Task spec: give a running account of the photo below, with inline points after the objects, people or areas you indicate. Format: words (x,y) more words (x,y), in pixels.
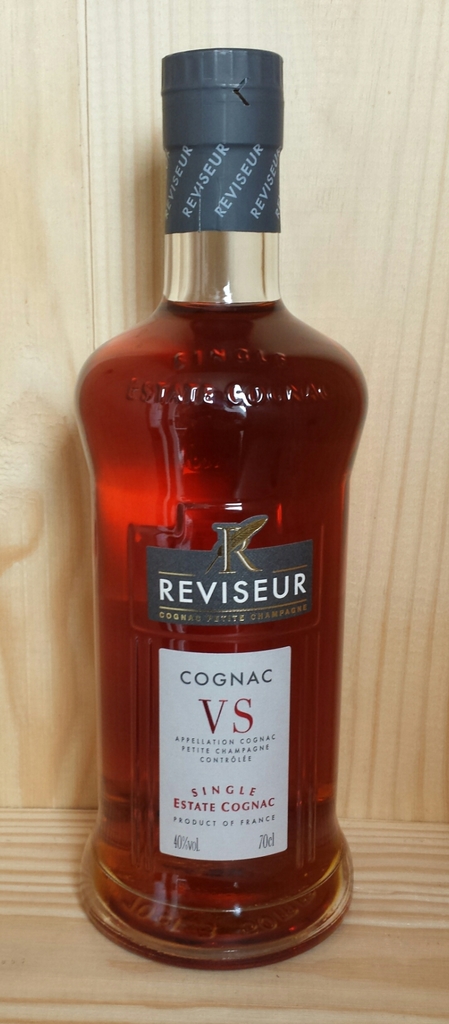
This image consist of a cognac bottle (145,507), kept in a rack (32,878). There is a sticker (203,681) on the bottle (219,712) on which it is written as ' Cognac VS'.
